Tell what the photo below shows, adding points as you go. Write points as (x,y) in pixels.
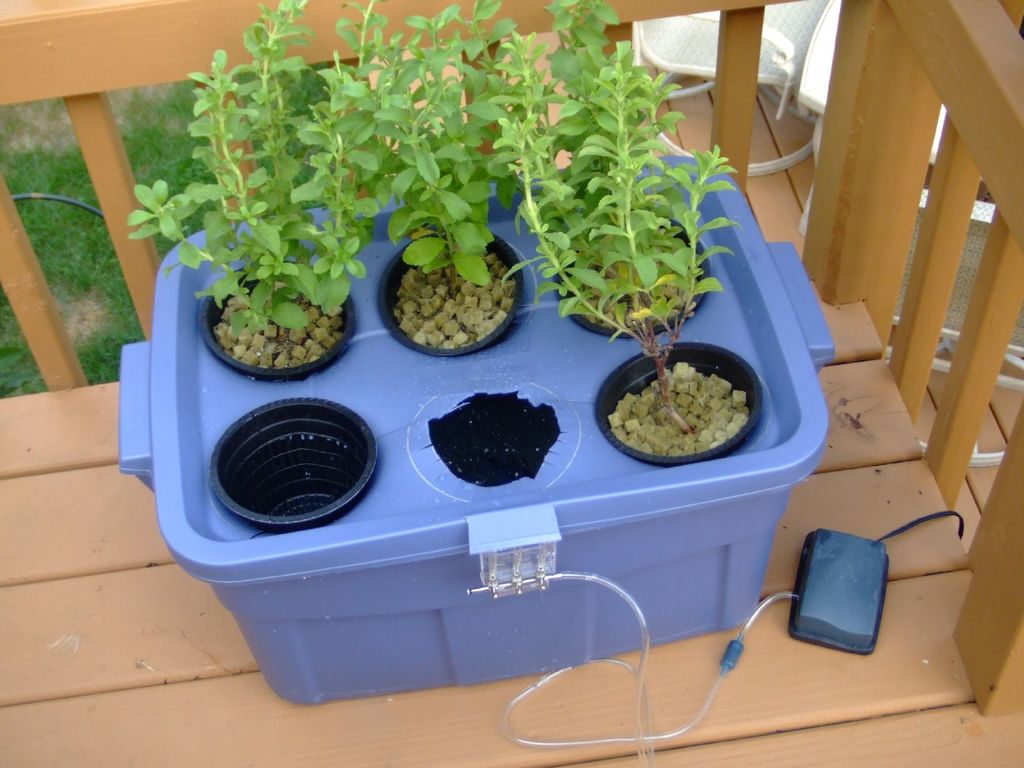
In this image I can see few plants (482,7) in green color and I can also see the basket (455,552) in blue color and the basket (351,684) is on the wooden surface (45,582). In the background (56,220) I can see the grass (56,252) in green color.
